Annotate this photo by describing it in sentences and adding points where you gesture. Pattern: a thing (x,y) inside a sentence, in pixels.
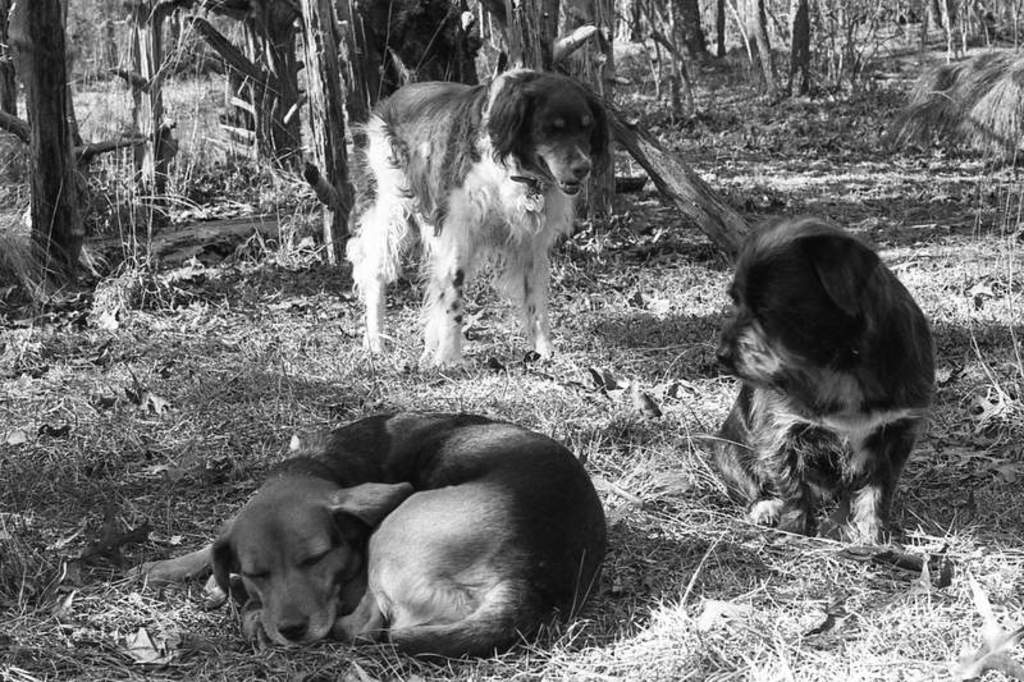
This is a black and white image. On the left (317,634) there is a dog (422,548) sleeping on the ground (668,424). On the right (756,349) there is another dog (830,484) sitting on the ground (678,528). In the center (522,273) we can see a dog (449,340) standing on the ground (495,356). In the background (41,133) we can see the trunks (258,88) of the trees (55,217) and the grass (926,128).
